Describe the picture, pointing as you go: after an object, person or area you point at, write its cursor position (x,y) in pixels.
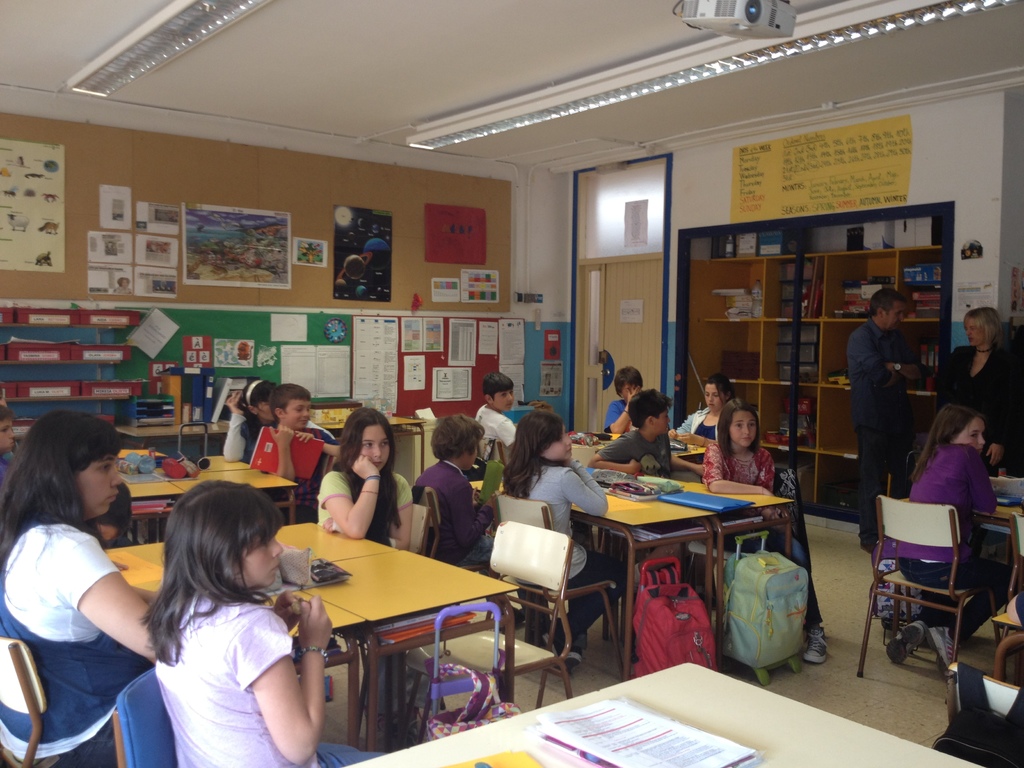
In this image I see a room (131,59) in which there are lot of children (953,415) sitting on the chairs (150,703) and there are tables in front of them. I can also see there are 2 persons (863,509) over here and there are many papers (19,212) and racks (770,286) over here.
